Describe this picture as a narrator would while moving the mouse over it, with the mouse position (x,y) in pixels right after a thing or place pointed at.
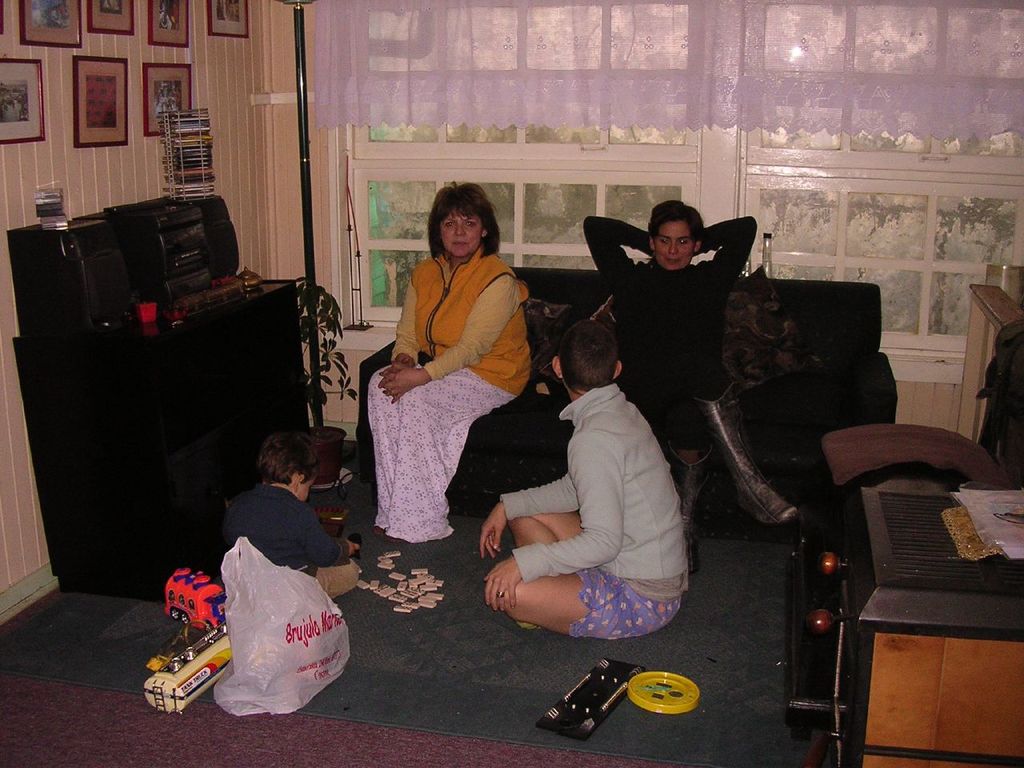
In this image there are persons (507,506) sitting, there is a couch (817,403), there are pillows (745,328) on the couch (815,403), there are objects (969,612) towards the right of the image (925,454), there is a mat (458,674), there are objects (196,581) on the mat (470,619), there is a plant (333,323), there is a flower pot (336,441), there are windows (693,170), there is a cloth (586,72) towards the top of the image (463,68), there is a table (214,400), there are objects (162,266) on the table (245,298), there is a wall (293,160), there are photo frames (124,118) on the wall (101,52).
